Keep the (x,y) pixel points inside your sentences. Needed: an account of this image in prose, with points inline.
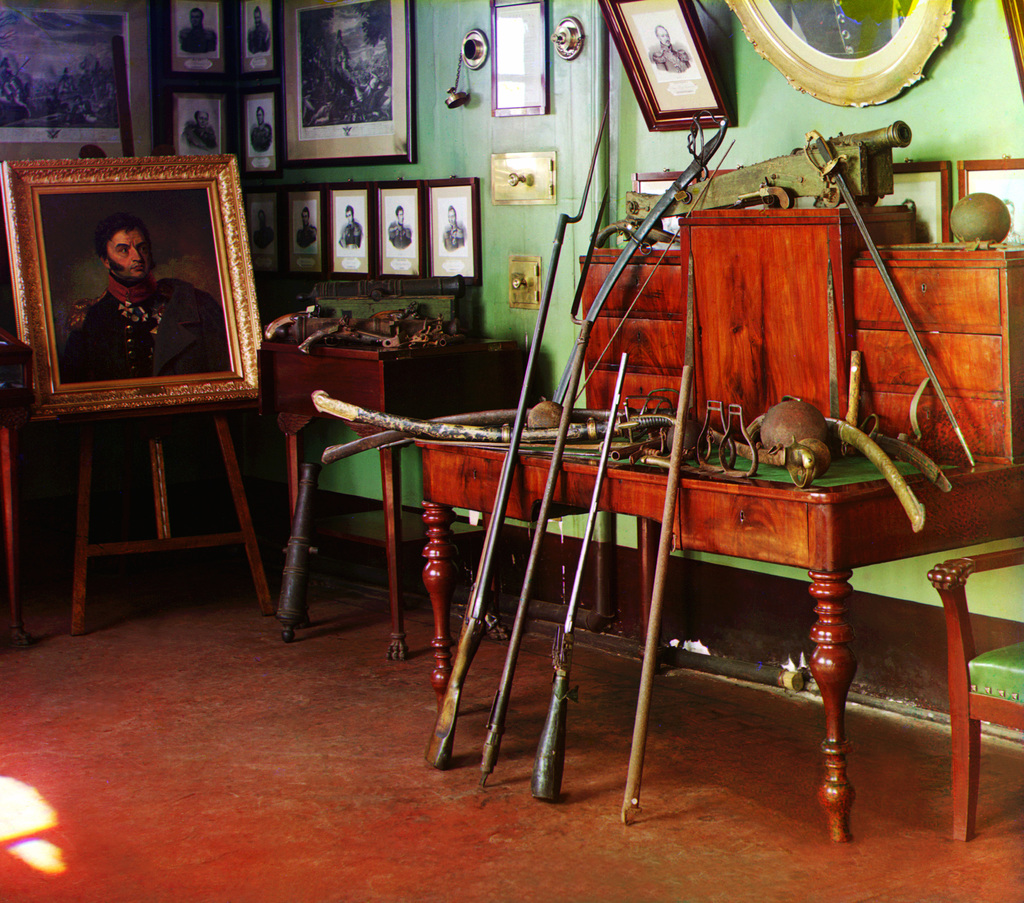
I can see a photo frame (167,324) which is placed on an easel (229,452). And few photo frames (379,94) are attached to the wall (447,125). this wall (443,143) is green in color. I can see a table (455,380) where some historical objects (745,444) are placed on it. At the right corner of the image (963,634) I can see a chair (1005,685). These are the weapons (558,686) used in olden days.
